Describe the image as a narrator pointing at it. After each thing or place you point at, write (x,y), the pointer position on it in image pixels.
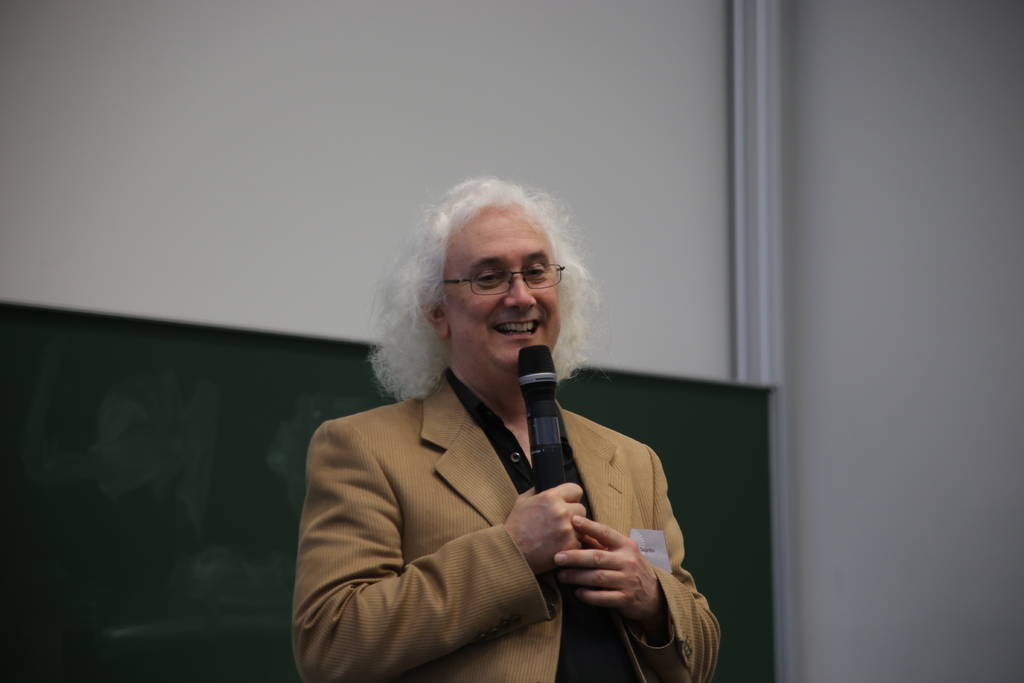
Here we can see one man (503,279) standing wearing spectacles (506,281) and he is holding a mike (548,426) in his hand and also a smile (516,331) in his face (507,350). On the background (446,106) we can see a wall (568,145).
